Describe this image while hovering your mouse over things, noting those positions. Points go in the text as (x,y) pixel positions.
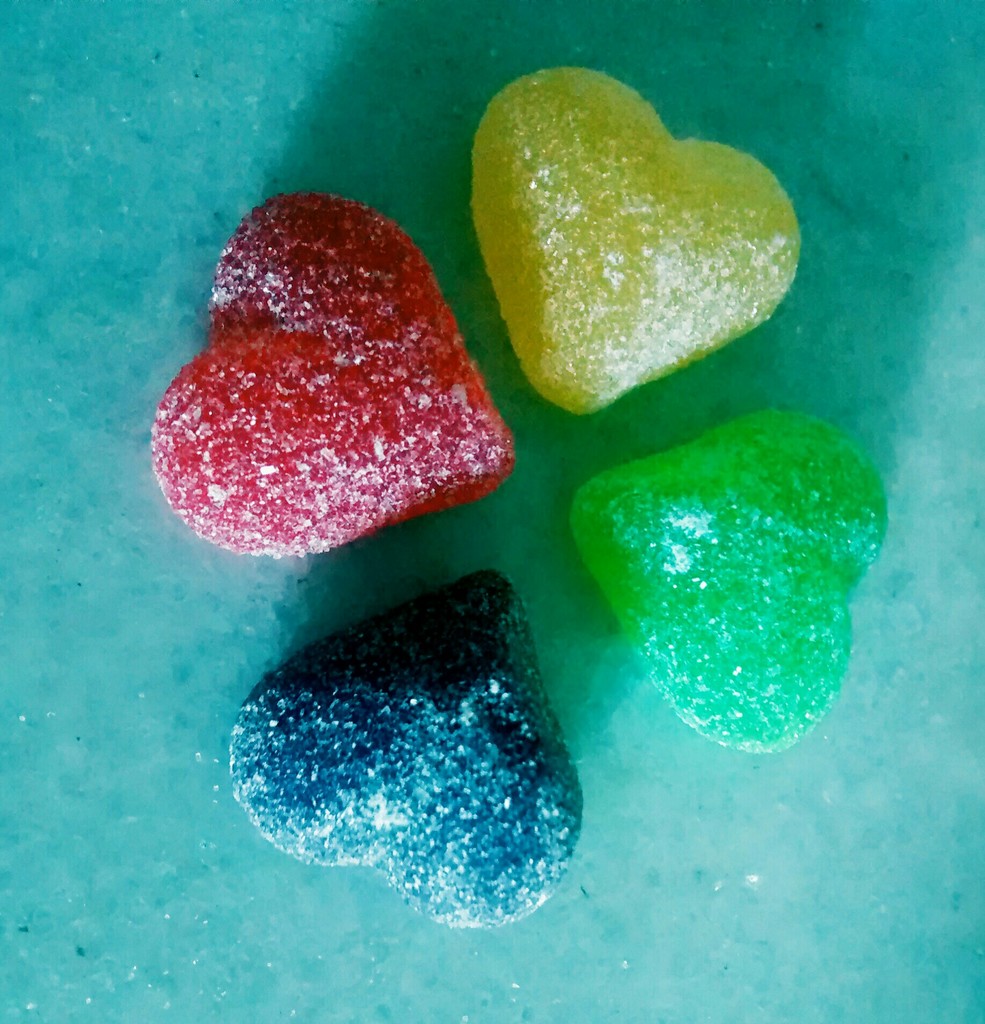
In this image, we can see colorful candies (325,466) on the blue surface (746,4).
